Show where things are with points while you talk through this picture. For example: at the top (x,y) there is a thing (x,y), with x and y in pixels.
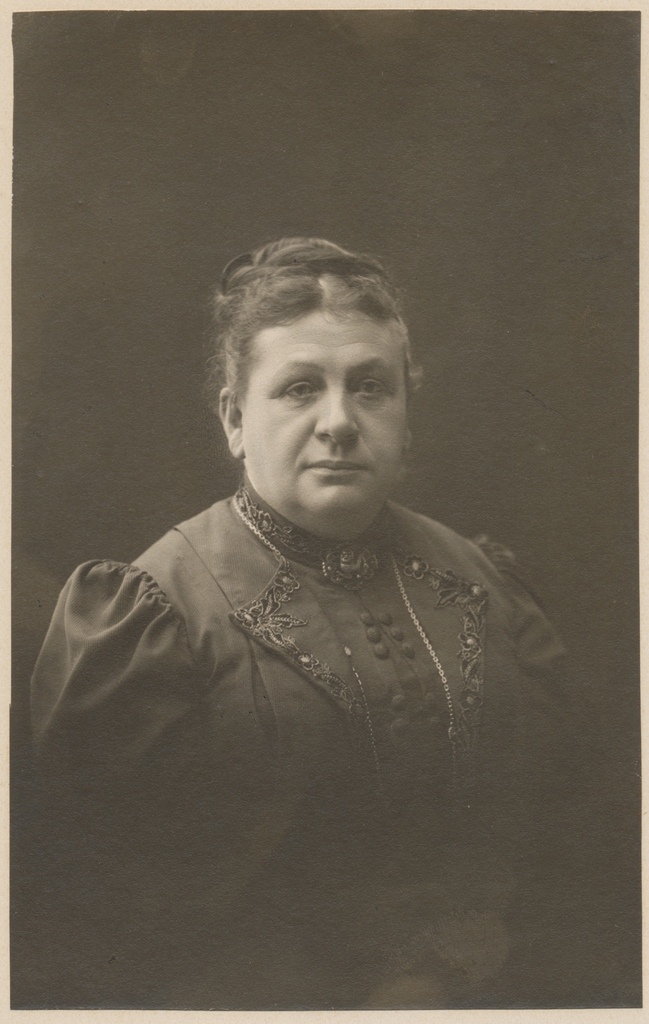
This is a black and white picture of a woman (229,636) and she wore a dress (454,663).
